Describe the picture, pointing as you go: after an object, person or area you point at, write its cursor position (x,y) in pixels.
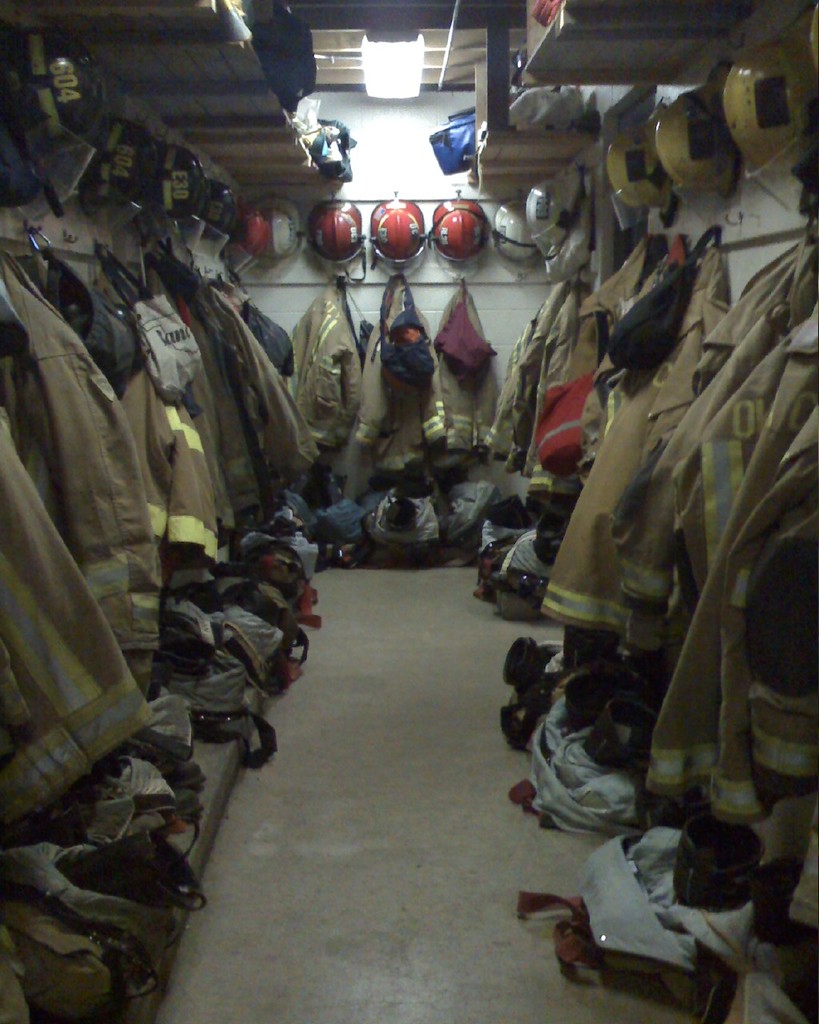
In this image there are so many firefighter suits (65,458) which are hanged to the wall (275,307). At the top (76,148) there are helmets (517,228) which are kept one beside the other. At the top (381,80) there is light (382,51). Beside the light (392,48) there is a rack (629,51) on which there are bags (305,38). At the bottom (113,886) there are bags (206,631) around the floor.
